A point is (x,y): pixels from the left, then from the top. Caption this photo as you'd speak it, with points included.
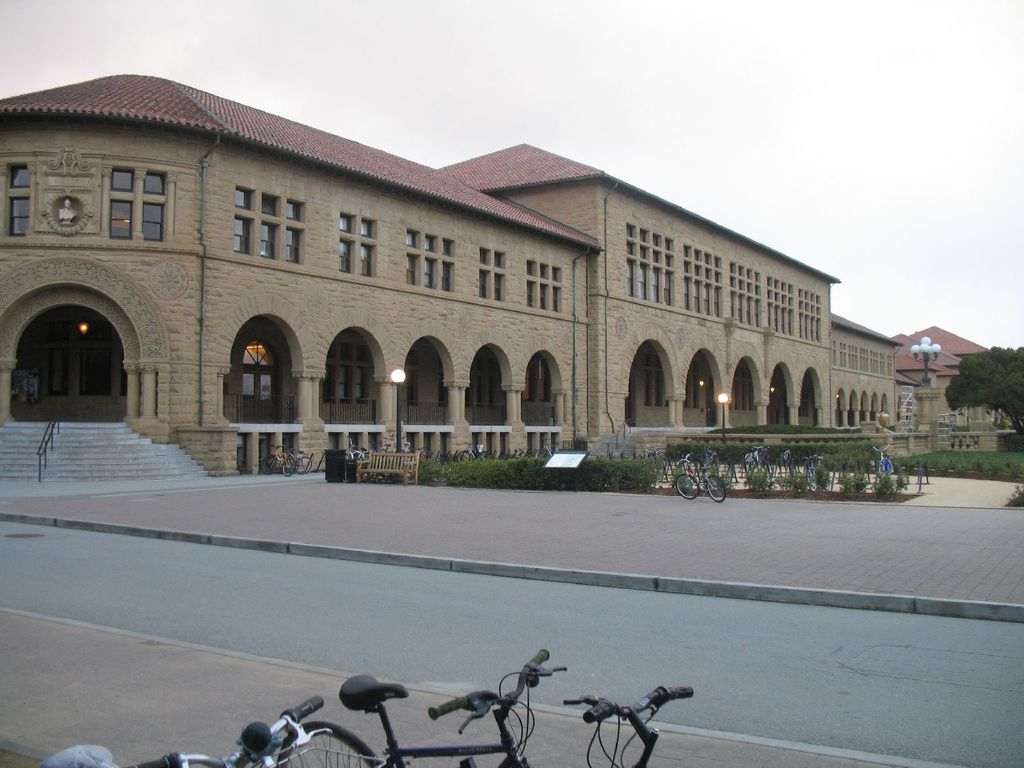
In this image there is a building (544,344), there is sky (692,84), there is a bench (388,466), there is light (401,382), there are plants (512,469), there are bicycles (761,464) parked, there are staircases (86,448).
